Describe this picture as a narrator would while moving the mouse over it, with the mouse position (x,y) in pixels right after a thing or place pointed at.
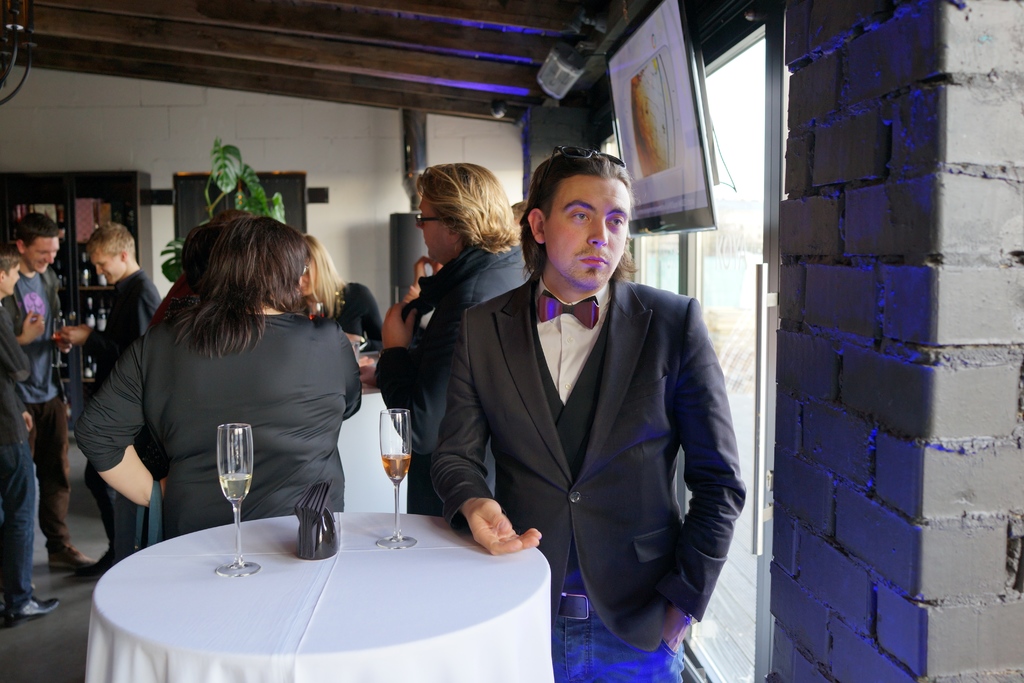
In this image, group of people (335,405) are stand, few are holding glasses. In this image, there are few table (370,424), few items (392,429) are placed on it. Right side (719,268), we can see brick wall (848,304), glass windows (705,269), TV screen (655,183). And the background (346,201), we can see plants (260,184), some cupboard (71,223), few items (86,227) are filled in it and wall (309,160).
